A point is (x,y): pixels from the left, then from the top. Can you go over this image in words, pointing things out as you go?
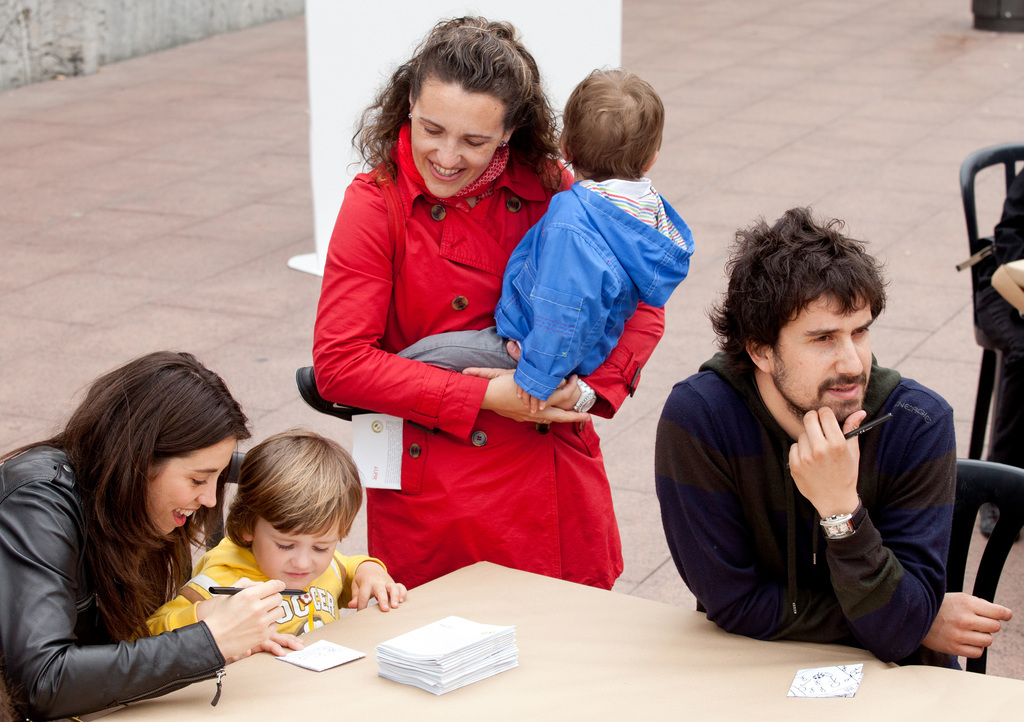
people (170,513) are sitting on the chairs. on the table (580,678) there are papers (417,653). at the back (461,229) there is a woman (476,418) wearing red jacket (469,378).
